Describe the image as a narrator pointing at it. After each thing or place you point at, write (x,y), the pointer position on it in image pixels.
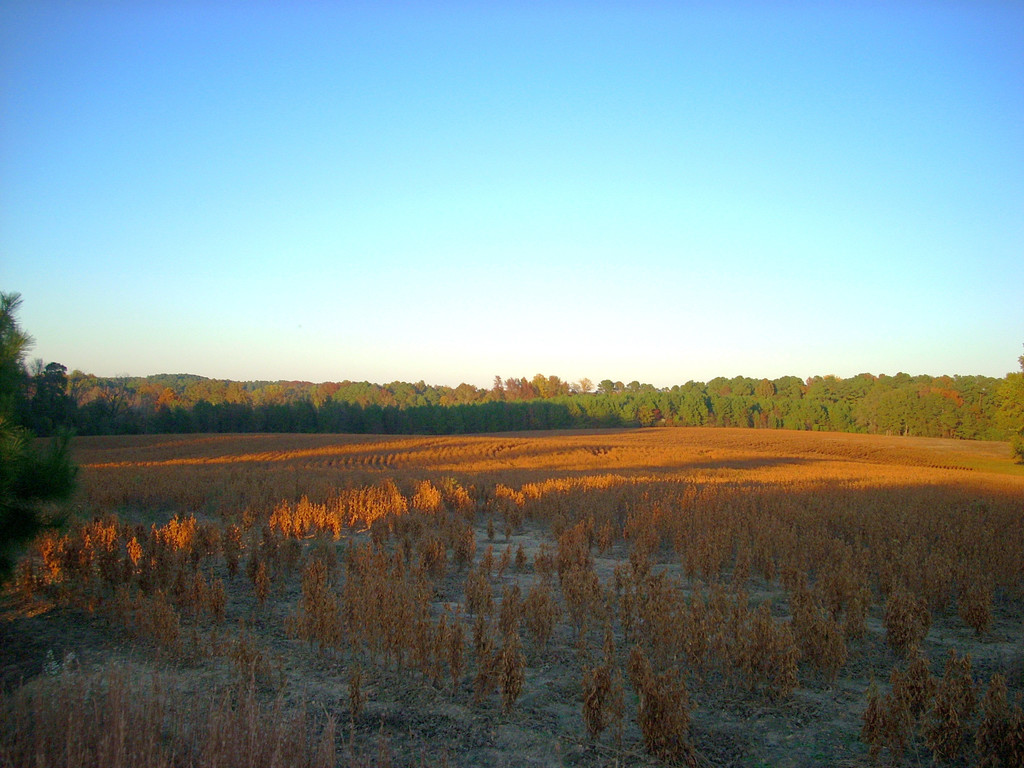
In this picture there are trees (573,420) in the background (585,424) and the sky (499,207) is blue in color.
